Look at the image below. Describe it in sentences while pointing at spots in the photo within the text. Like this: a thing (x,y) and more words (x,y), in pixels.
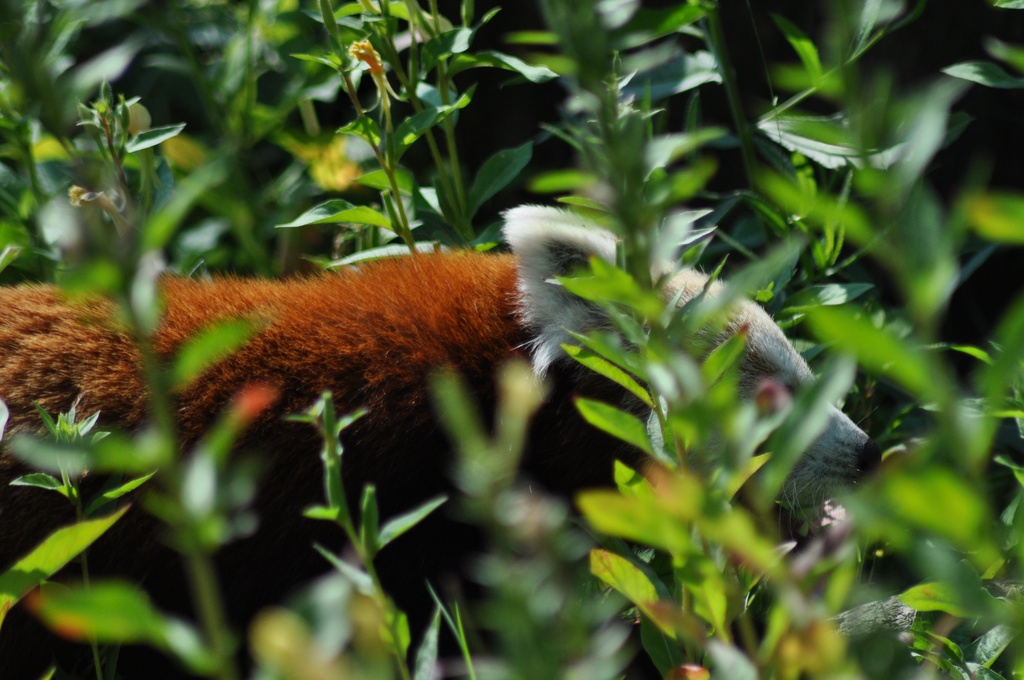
In this image there is a red panda (491,368). Around the panda (407,302) there are plants (514,517).
